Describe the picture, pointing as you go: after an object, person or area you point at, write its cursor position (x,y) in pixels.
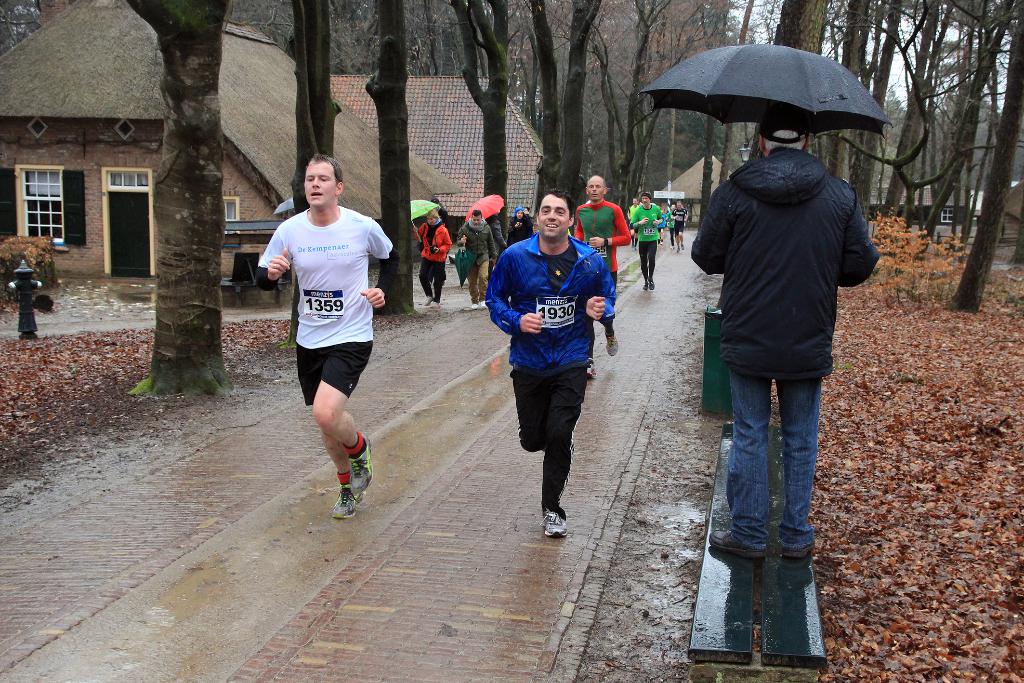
In the center of the image (562,247) we can see people (534,255) running on the road (394,522). On the right (840,241) there is a man (793,539) standing and holding an umbrella (795,90). In the background (128,146) there are sheds (256,116), trees (572,93) and sky (777,5). On the left (26,314) there is a hydrant (29,282).
